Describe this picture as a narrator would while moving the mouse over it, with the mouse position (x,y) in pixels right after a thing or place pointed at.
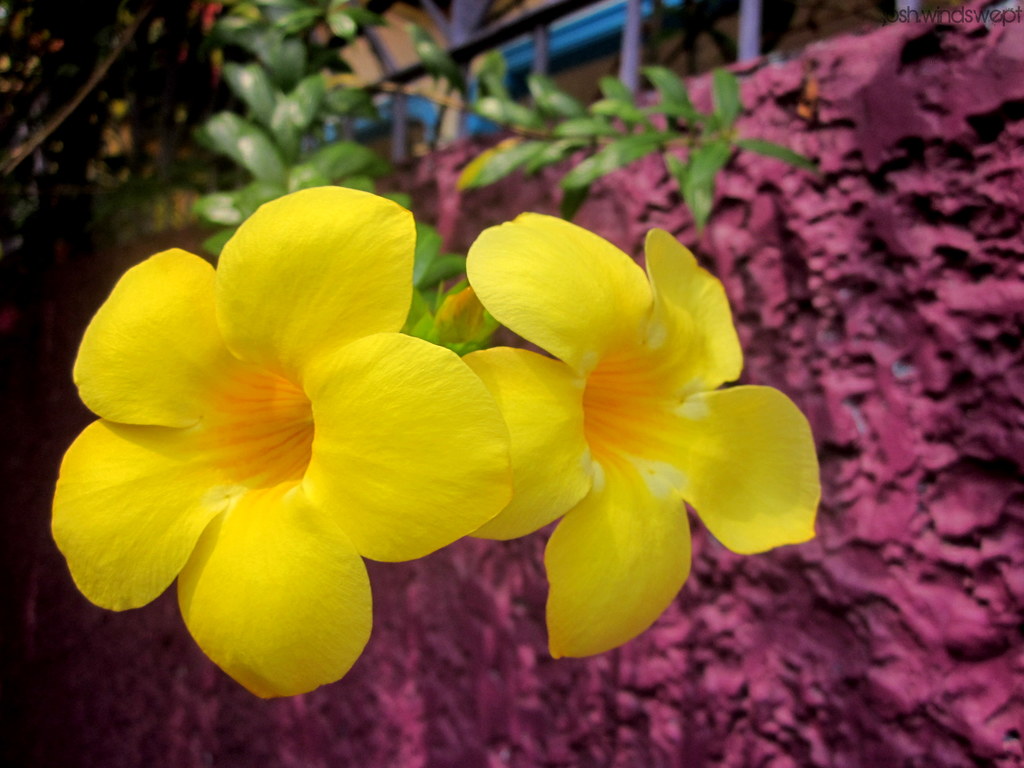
This image consists of two flowers (489,481) in yellow color. On the right (994,629), we can see a wall (785,661) in pink color. In the background (237,121), there is a plant (501,168).
